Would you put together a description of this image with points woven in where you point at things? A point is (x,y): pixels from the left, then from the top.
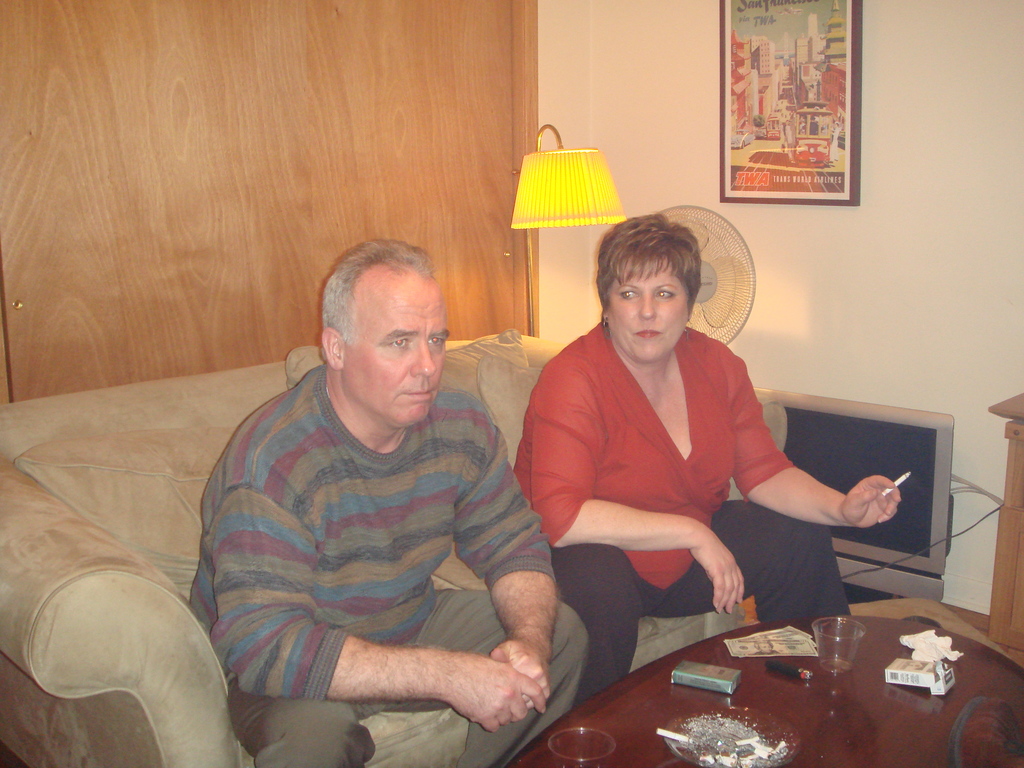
In this picture we can see man (450,409) and woman (532,446) sitting on sofa (87,435) where woman (652,495) is holding cigarette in her hand (853,504) and in front of them we have table (640,738) and on table (612,709) we can see glass (580,752), cigarette box (691,679), notes (788,627), tissue paper (925,656) and in background (507,189) we can see wall (918,199), lamp (567,167), frame (755,170), fan (718,287).
